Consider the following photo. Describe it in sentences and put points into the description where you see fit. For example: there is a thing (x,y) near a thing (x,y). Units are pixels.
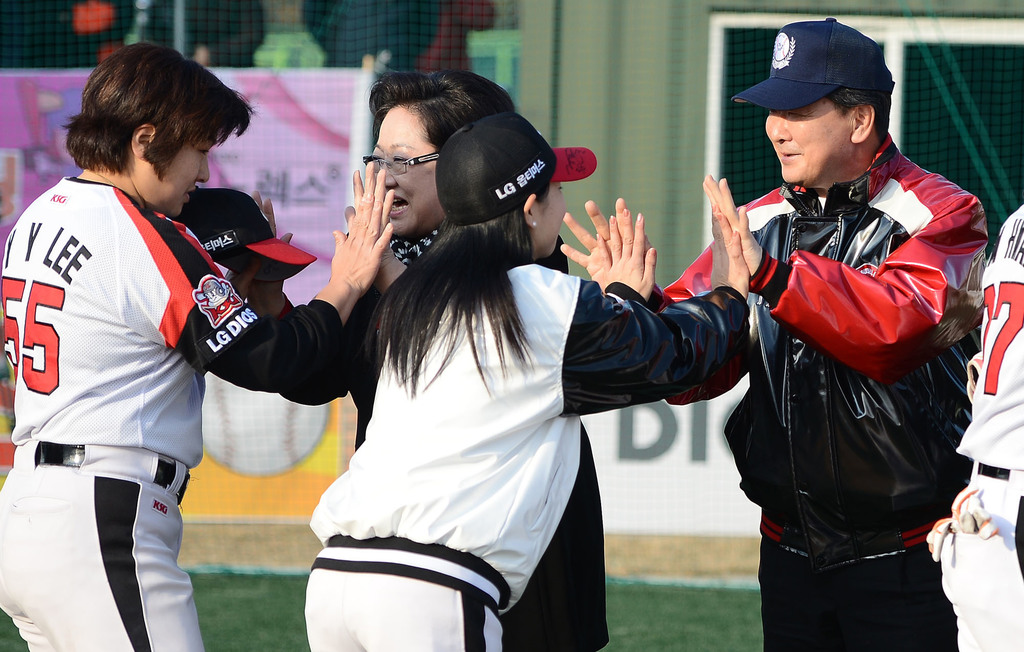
In this picture we can see four persons (515,342) are standing, a woman (346,277) on the left side (202,317) is holding a cap (239,257), two persons (884,375) in the front (467,325) are wearing caps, at the bottom (701,584) there is grass (691,610), we can see a net (428,57) and a banner (351,103) in the background (369,120).
